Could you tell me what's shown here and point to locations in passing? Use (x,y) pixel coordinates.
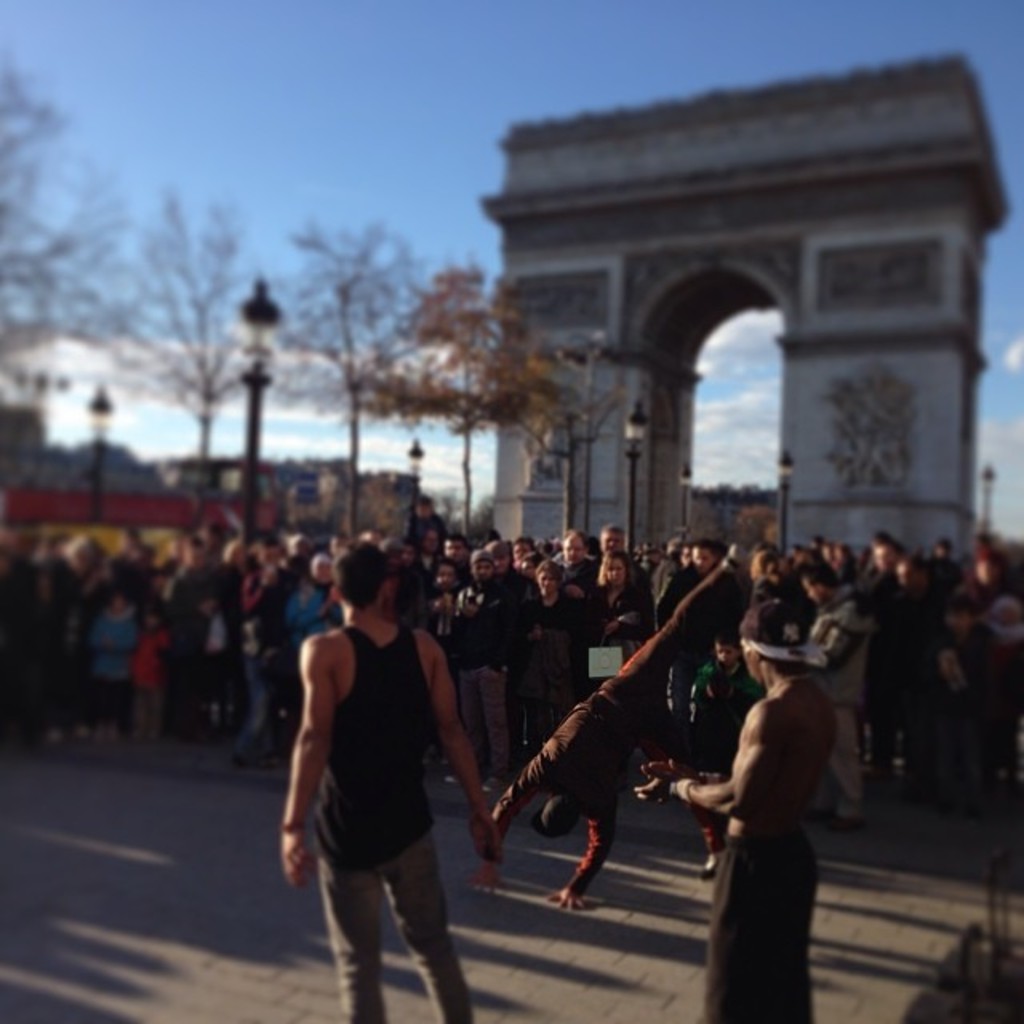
In this picture I can see number of people (463,646) standing on the path (701,905) and in the middle of this picture (447,385), I can see few light poles (99,434), trees (353,322) and an arch (811,476). In the background (322,18) I can see the sky (193,449) and I see that it is blurred.
